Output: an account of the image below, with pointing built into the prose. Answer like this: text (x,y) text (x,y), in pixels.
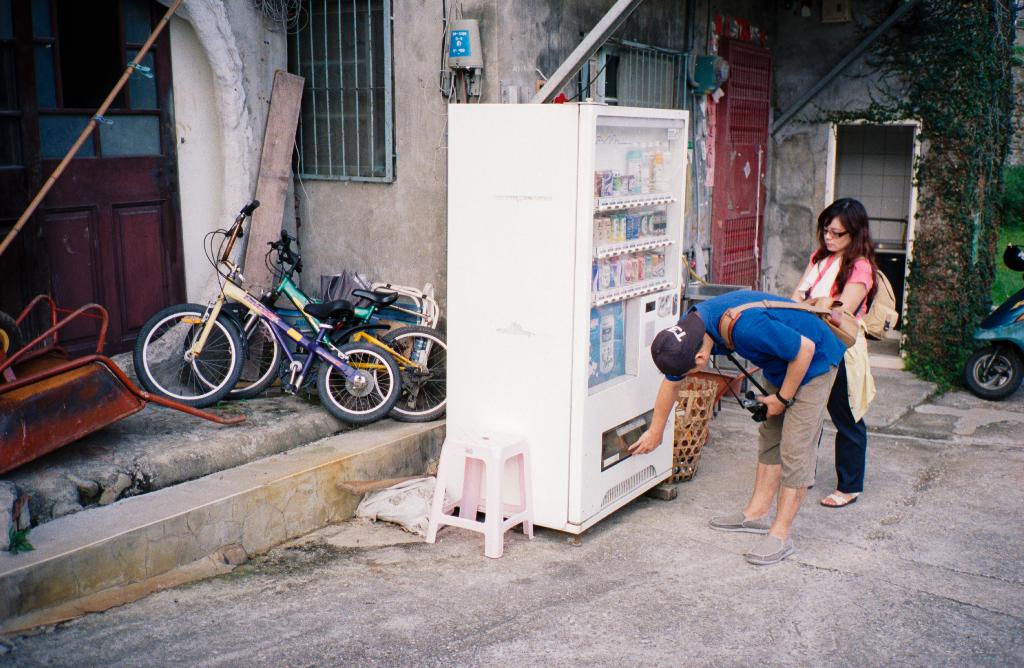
In this image we can see two persons (762,339). One person (773,362) is holding camera (757,399). Both are wearing bags (876,309). And there is a machine (607,247) with some items (595,265). And there is a stool (518,448). Also we can see a building (360,89) with windows (622,94) and doors (108,90). And there is a wheelbarrow (49,379). Also there are cycles (295,300). On the right side (984,368) there is a scooter (979,352).
